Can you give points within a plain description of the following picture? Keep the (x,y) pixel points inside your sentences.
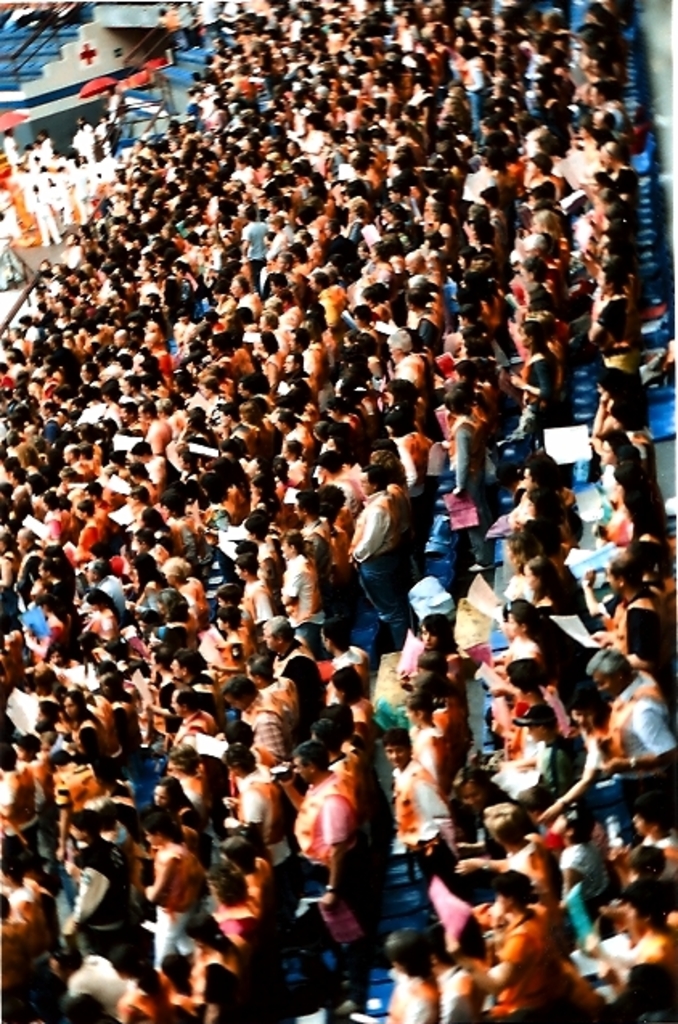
In this picture I can observe people (160,510) standing near the chairs (500,560). There are men (518,701) and women (182,834) in this picture.
